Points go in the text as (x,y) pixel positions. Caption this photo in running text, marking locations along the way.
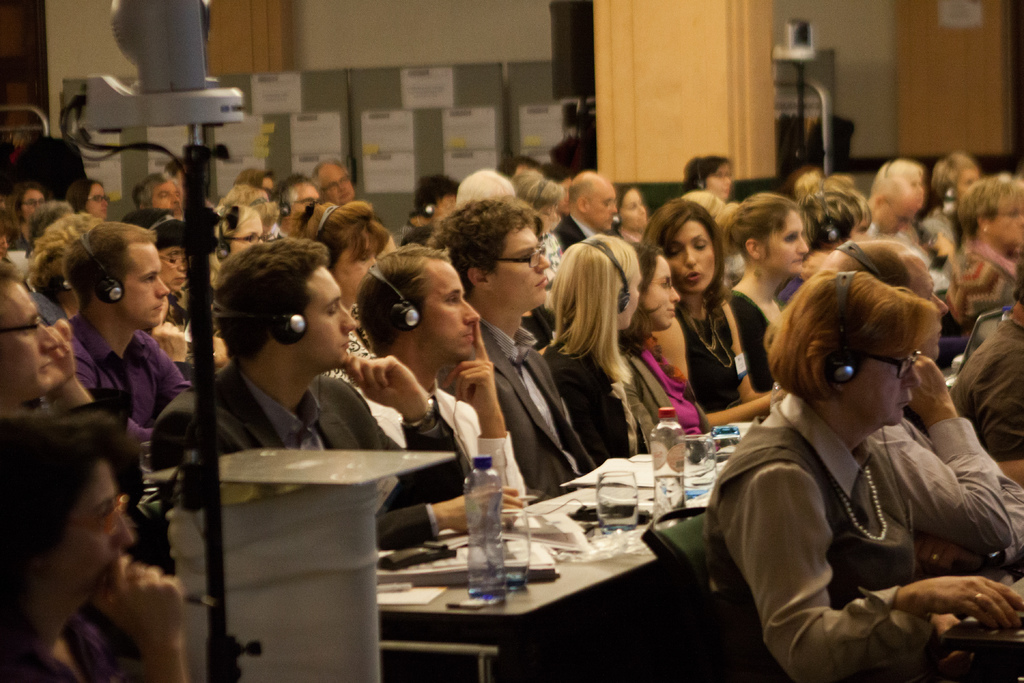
As we can see in the image there is a wall (272,40), camera (182,26), papers (475,147), group of people (617,272) sitting on chairs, headsets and tables (711,427). On tables (614,463) there are papers (620,463), books (562,531), bottles (481,542) and glasses (520,536).
